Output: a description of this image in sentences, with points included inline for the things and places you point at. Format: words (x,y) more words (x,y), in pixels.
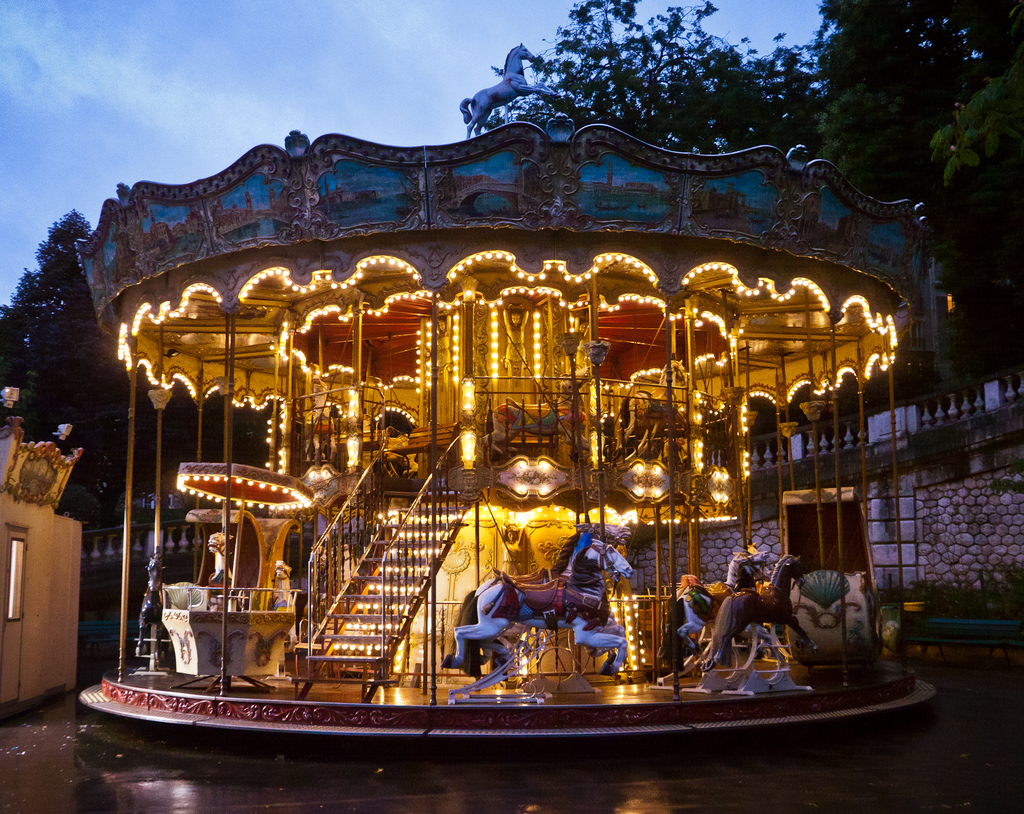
This is an amusement ride (414,654). In this ride (463,359) there are lights (458,309), steps (392,510) with railings (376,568), statues of horses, poles (695,386) and many other things (790,306). In the background (726,140) there are trees (843,96), brick wall (830,468) and sky (14,23). On the left side (58,497) there is a building (46,477).
